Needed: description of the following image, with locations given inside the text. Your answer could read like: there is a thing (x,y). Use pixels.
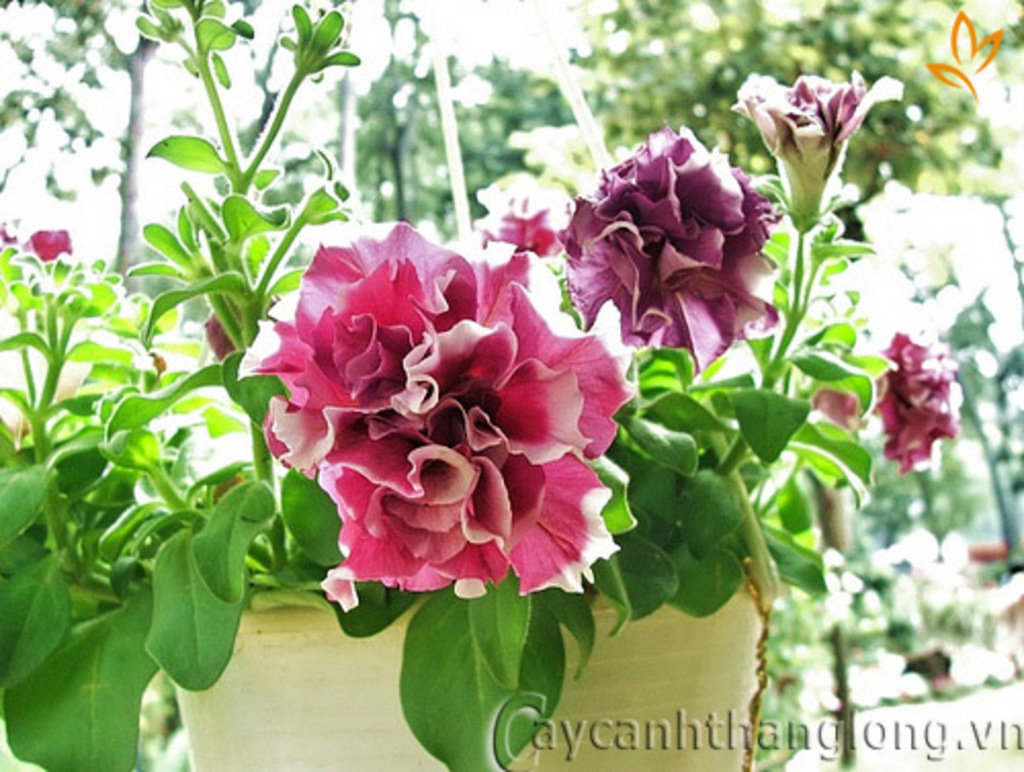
In this image there is a flower pot (582,718). In the background (846,734) there are trees (843,722). At the bottom of the image (778,719) there is a watermark (710,725).
